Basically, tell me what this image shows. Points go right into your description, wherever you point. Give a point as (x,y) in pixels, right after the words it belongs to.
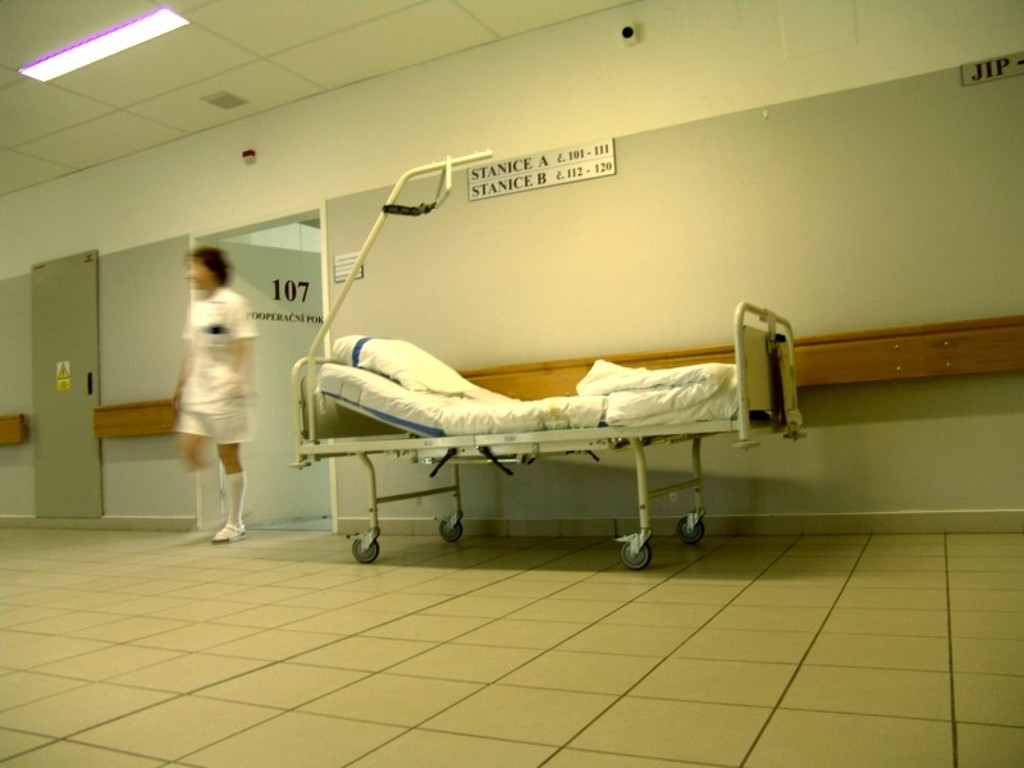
This picture shows the inner view of a building (171,65). There is one light (165,14) attached to the ceiling (210,82), one object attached to the ceiling (270,106), some objects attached to the wall (702,205), some boards (346,266) with text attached to the wall (133,295), one bed (765,378) with wheels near the wall (339,283), one white pillow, some posters (68,379) with text (283,323) on the door (284,332) and one person (215,379) in a white dress (211,423) walking on the floor (99,574).
